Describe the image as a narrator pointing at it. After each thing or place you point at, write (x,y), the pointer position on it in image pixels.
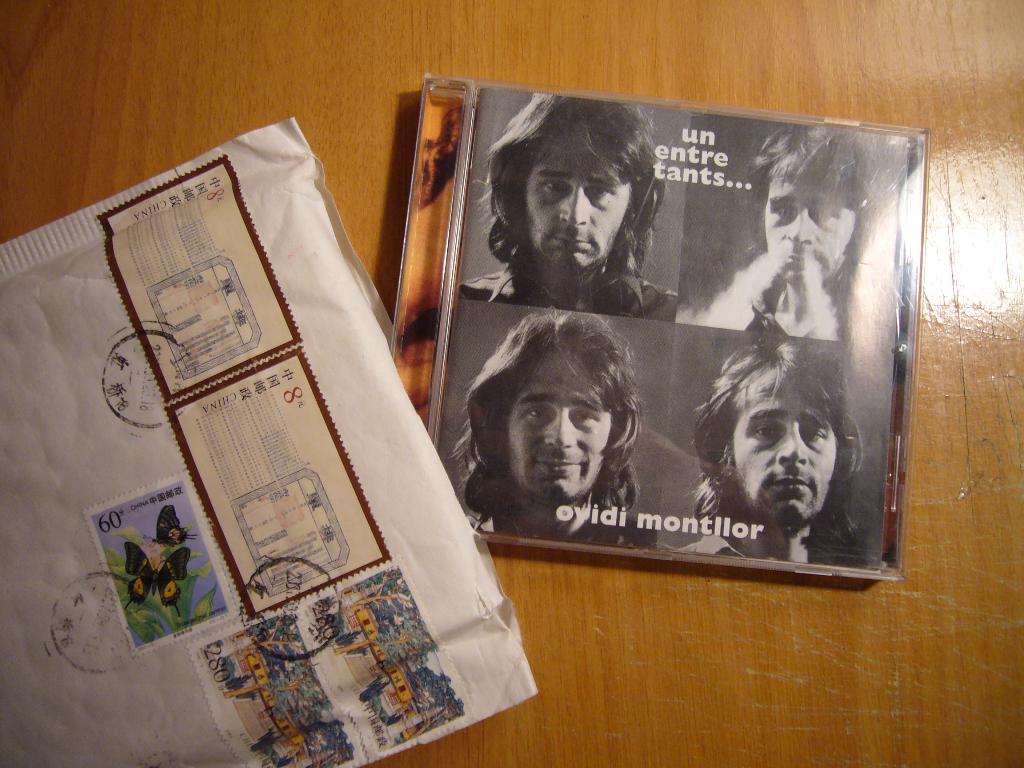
On this wooden surface (492,744) we can see a box (671,433), and an envelope (127,730) with stamps (276,429). On this box (540,360) we can see collage picture (853,372) of a person (677,309).
